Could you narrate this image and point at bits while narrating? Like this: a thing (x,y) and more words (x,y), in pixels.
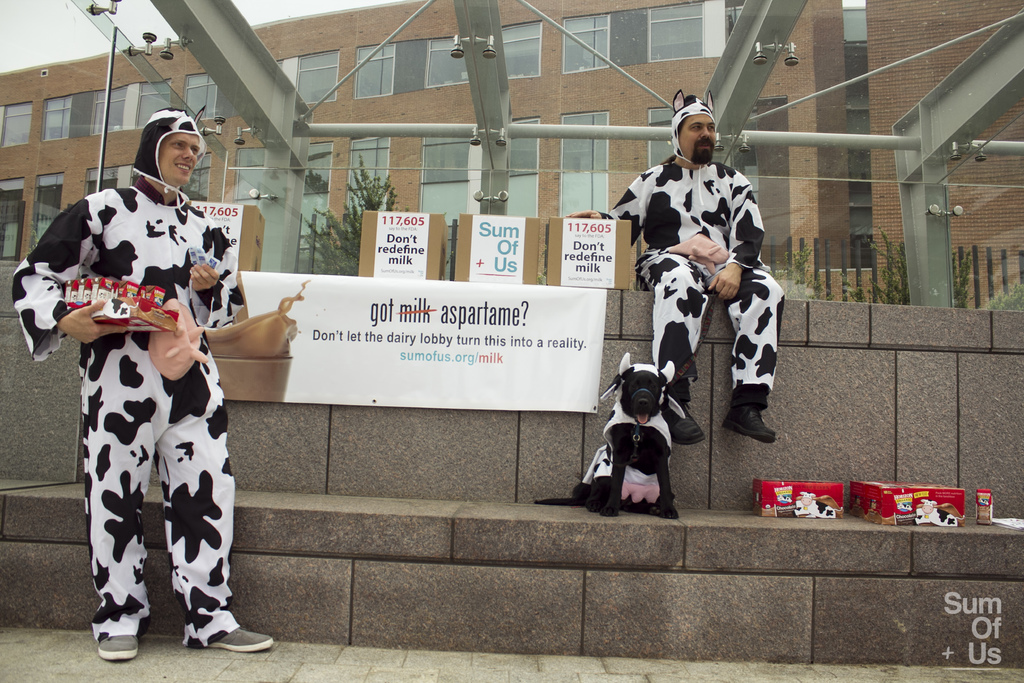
The picture is taken outside a building (49,164). In the foreground of the picture (634,279) there are boxes (473,275), banner (572,342), a dog (651,430) and two men (696,226). In the background (536,87) there is a building (869,83). At the top (326,105) there is a glass ceiling (606,63). Sky (88,41) is little bit cloudy.
